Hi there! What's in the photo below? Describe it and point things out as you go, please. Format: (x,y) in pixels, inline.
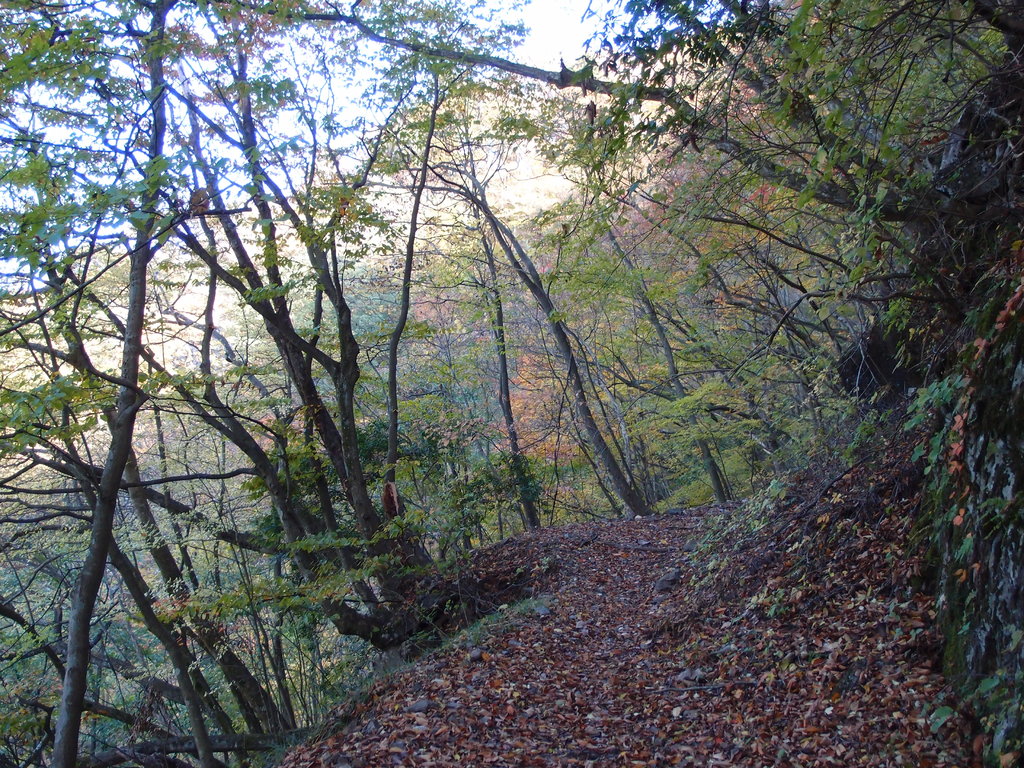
In this picture I can see many trees (586,508), plants (507,479) and grass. In the bottom (581,683) I can see the leaves (681,628). In the background (439,206) I can see the mountain (369,227). At the top (538,23) I can see the sky (547,14).
